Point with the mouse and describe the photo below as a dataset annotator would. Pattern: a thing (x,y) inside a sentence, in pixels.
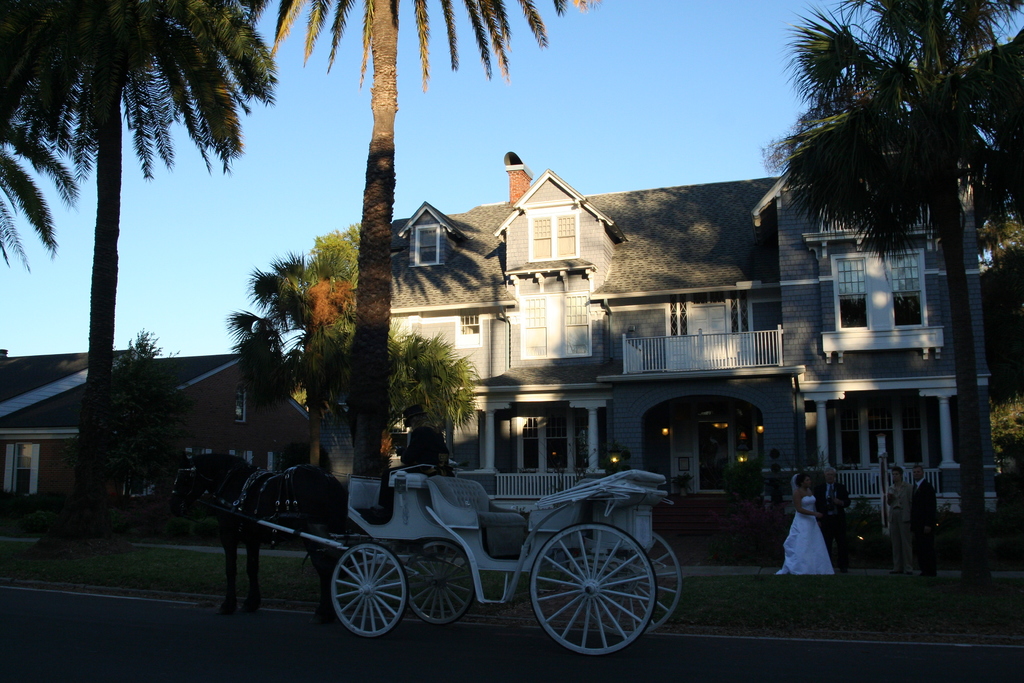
This picture describes about group of people (829,524), and we can see a man (433,459) is seated on the horse cart (460,536), in the background (396,454) we can see few houses (770,387), trees (433,424) and lights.
